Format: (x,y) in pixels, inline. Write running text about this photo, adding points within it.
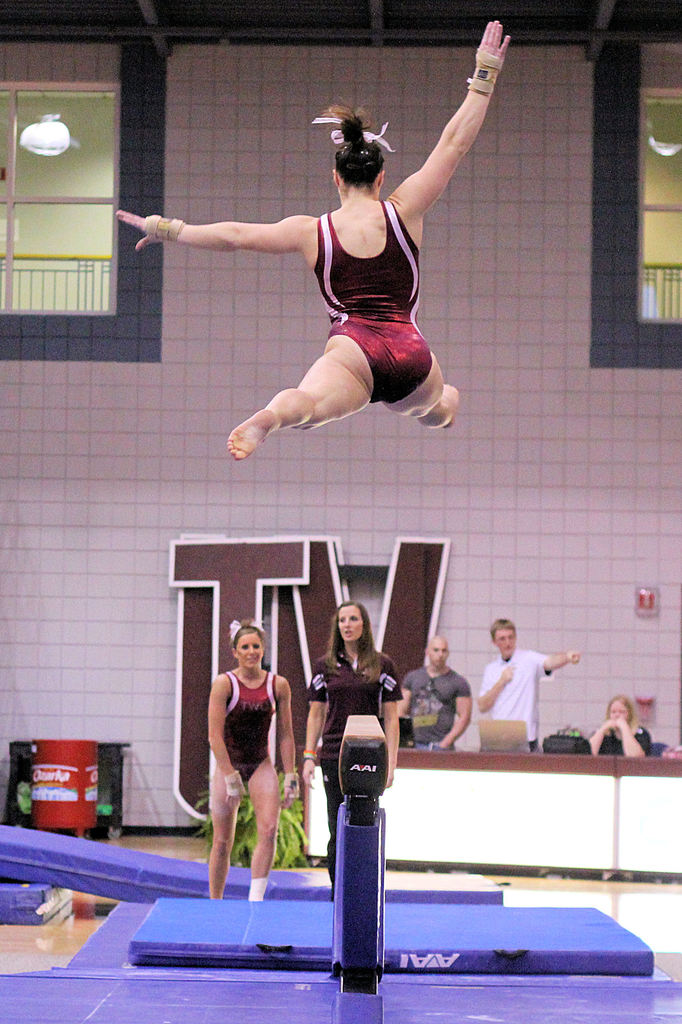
In the center of the image (382,364) we can see one pole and one person (267,419) is jumping. In the background (503,334) there is a wall (538,339), windows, fences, lights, one bed (269,957), one blue color object (167,874), one table (598,808), banners (201,582), few people (341,641) are standing and few other objects (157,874). On the table (525,785), we can see one laptop (489,745), machine (587,743) etc.
